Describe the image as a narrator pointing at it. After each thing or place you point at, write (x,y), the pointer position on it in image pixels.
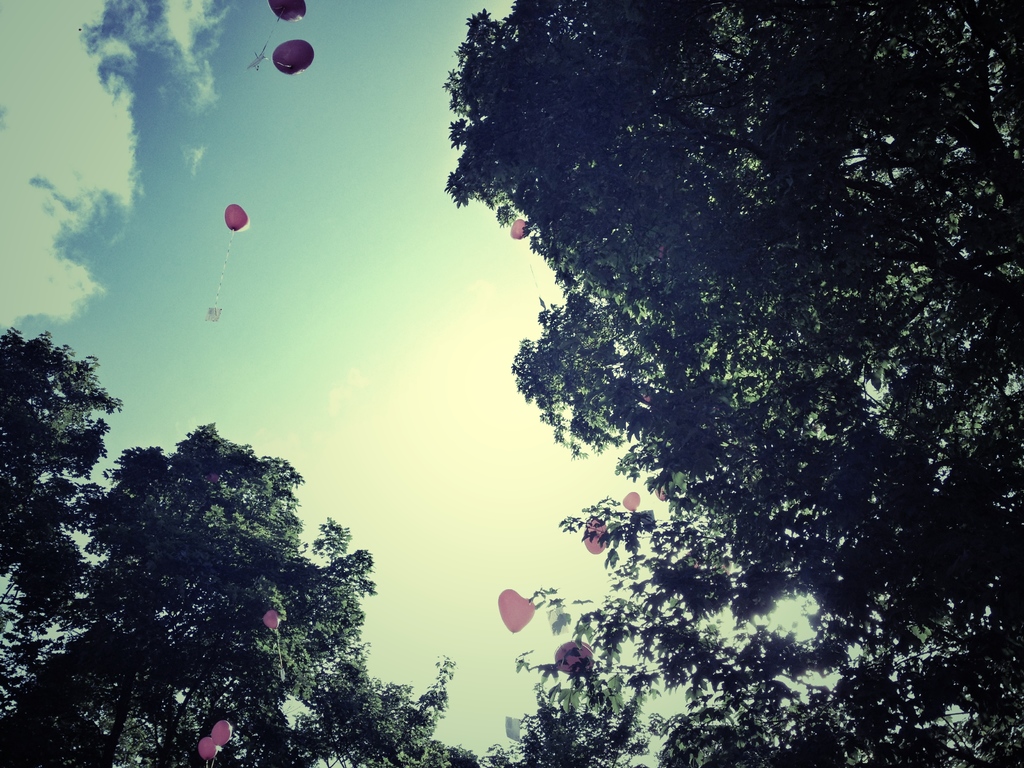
In this image I can see trees (569,289) and red color heart balloons (508,604) flying. The sky (292,163) is in white and blue color.
